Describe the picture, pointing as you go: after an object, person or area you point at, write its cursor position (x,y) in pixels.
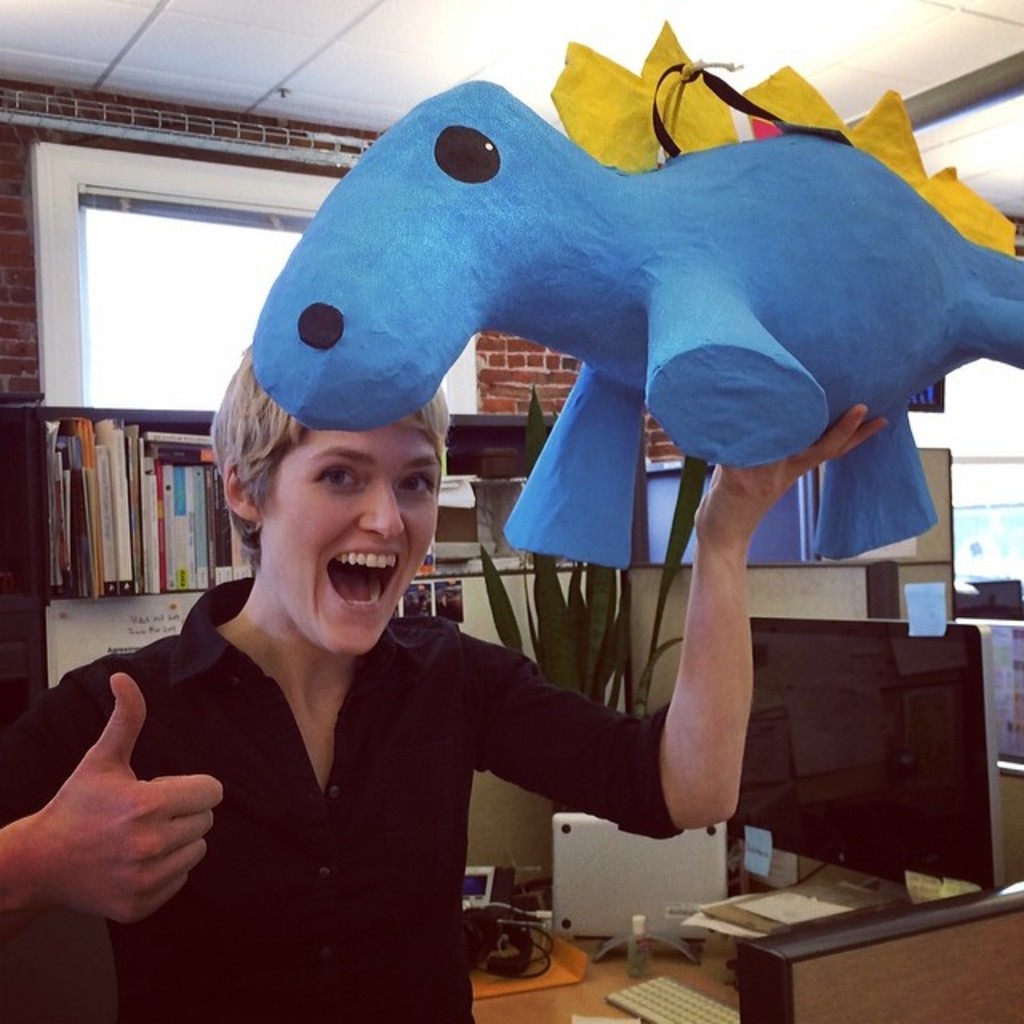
A person (363,820) wearing a black dress (400,848) is holding a toy (687,296). There is a table (585,972). On the table (557,991) there is a system (788,832), keyboard (661,987), plant (613,674). In the background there is a cupboard (133,493). Inside cupboard (146,498) there are books (122,500). There is a window (102,238) and brick wall (33,324) in the background (129,315).
